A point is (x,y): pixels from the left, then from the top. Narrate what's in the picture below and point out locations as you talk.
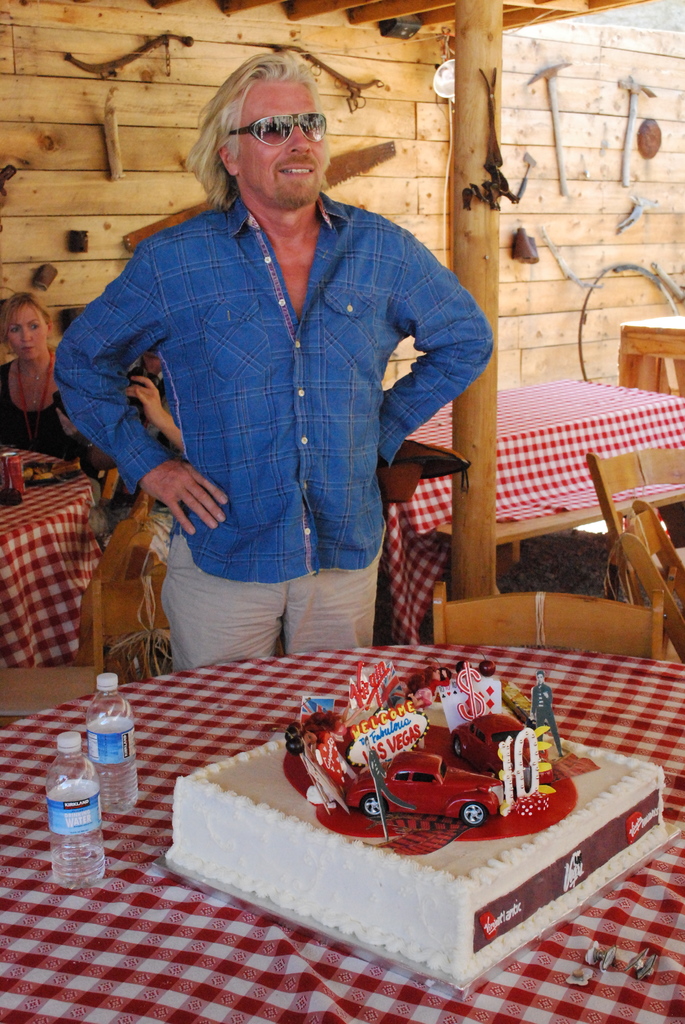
Here we can see a man (299,275) is standing, and in front (553,837) here is the table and cake (455,892) on it, and at back a group of persons (31,334) are sitting, and here is the wall (64,34).
